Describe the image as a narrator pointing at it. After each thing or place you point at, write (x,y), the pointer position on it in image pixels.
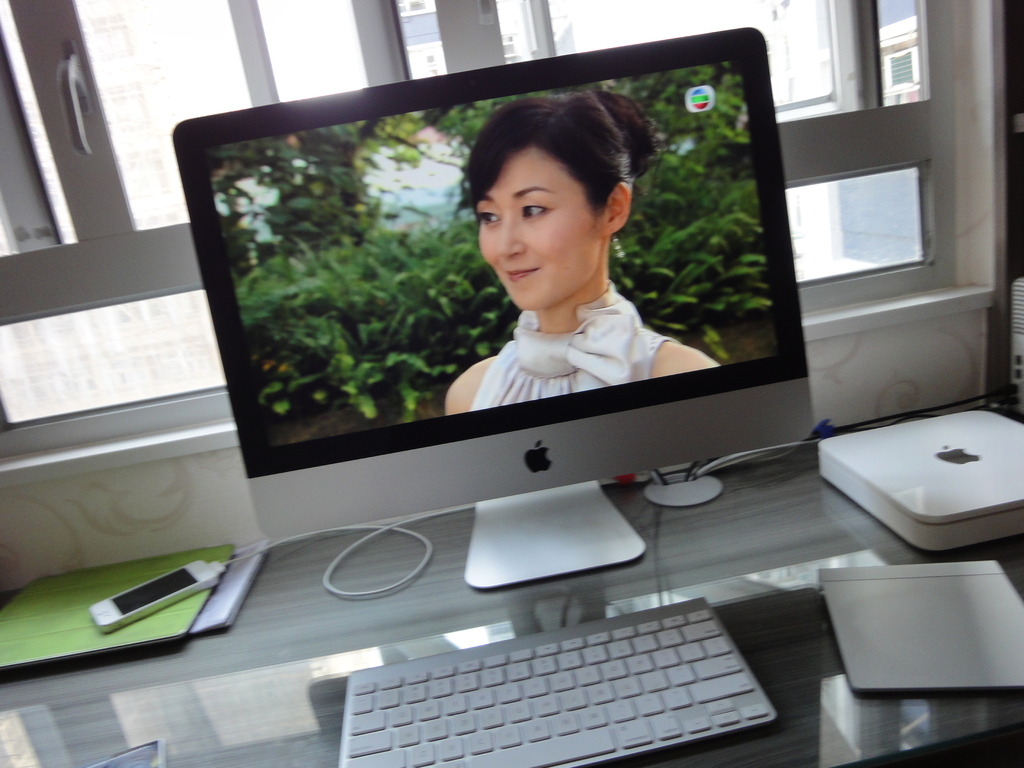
There is a computer (516,303) on the table (298,619). On the monitor screen (493,295) we can see a woman's photo (529,244). There is a keyboard (506,693) and a mobile (149,599). In the background (97,95) there was a window (318,54).
